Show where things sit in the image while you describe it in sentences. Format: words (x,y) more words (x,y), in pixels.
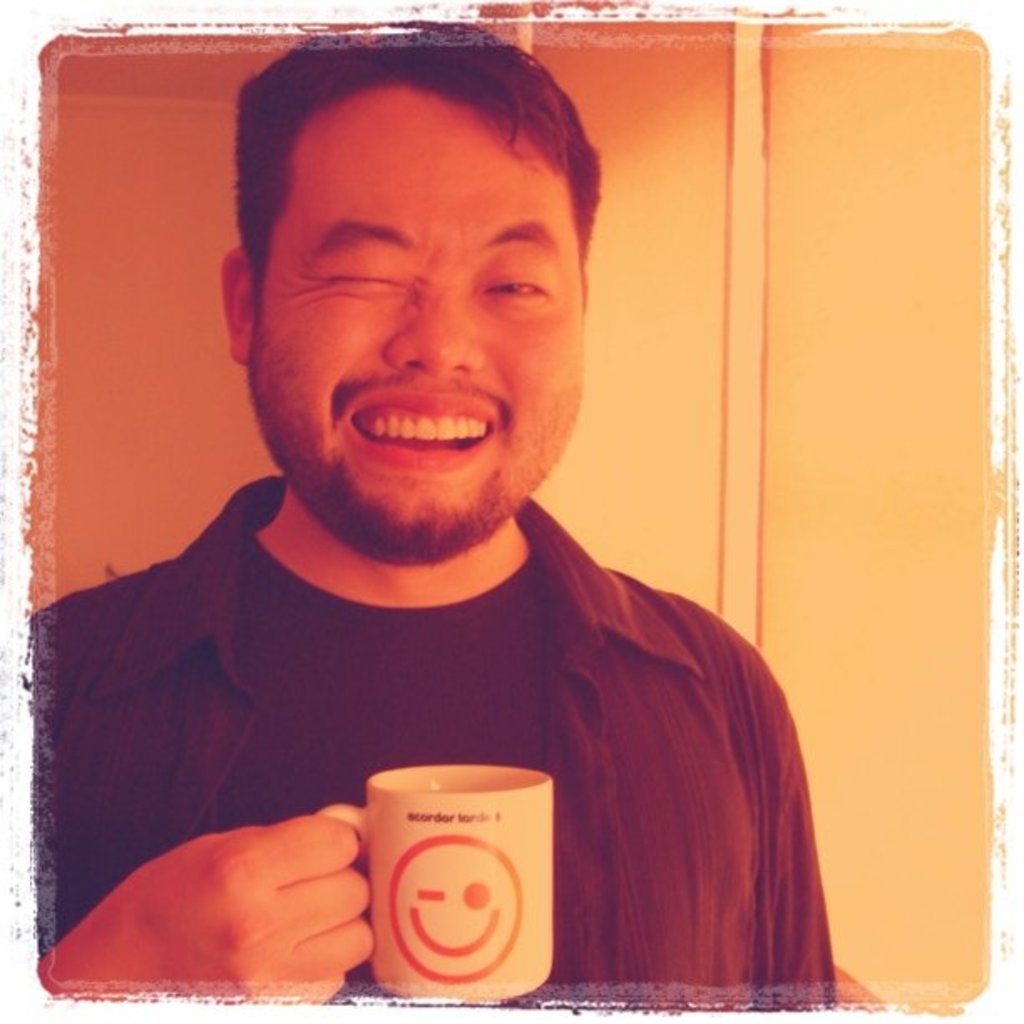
This picture shows a man (333,430) smiling and winking his eye (380,275), holding a cup (423,879) in his hand (249,907). In the background (734,369) there is a wall (212,319).
